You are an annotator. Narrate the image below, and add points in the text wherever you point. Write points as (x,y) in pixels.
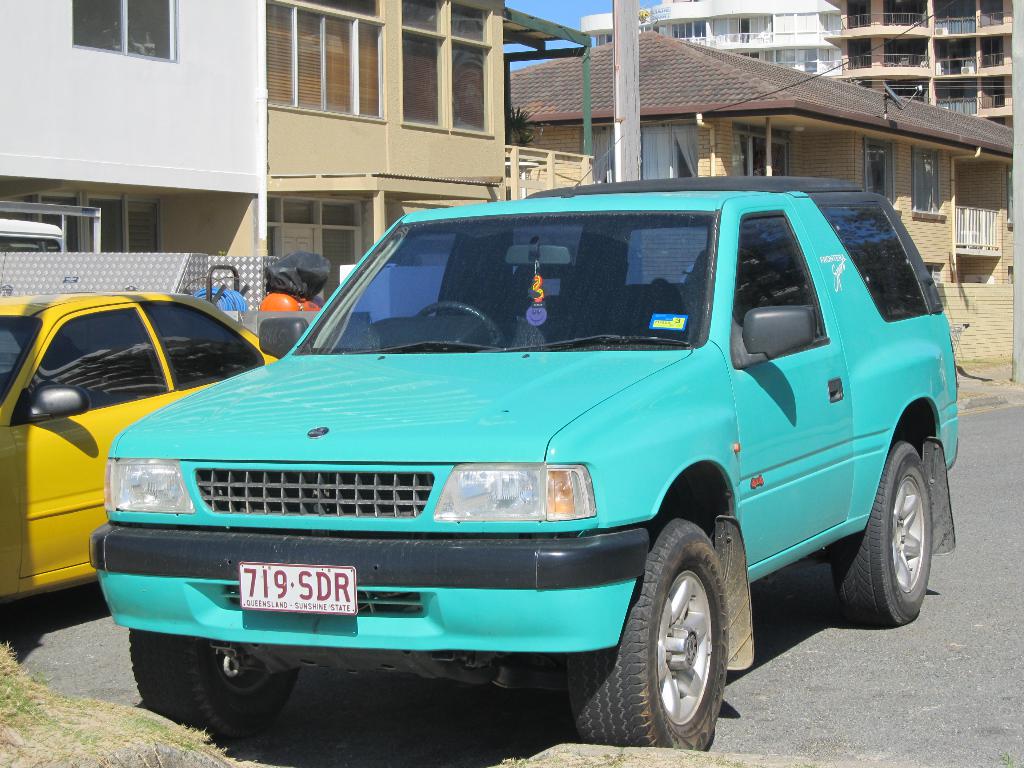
In this image there are buildings (560,87) truncated towards the top of the image (561,84), there are buildings (951,126) truncated towards the right of the image (991,243), there are buildings (38,76) truncated towards the left of the image (331,53), there are windows (137,5) truncated towards the top of the image (349,56), there is a pole (632,76) truncated towards the top of the image (635,111), there are vehicles (321,477) on the road (965,574), there are rocks (690,755) truncated towards the bottom of the image (186,734), there is grass (127,730) on the rock (126,761), there is a vehicle (63,425) truncated towards the left of the image (88,504), there is an object (77,281) truncated towards the left of the image (40,264).
